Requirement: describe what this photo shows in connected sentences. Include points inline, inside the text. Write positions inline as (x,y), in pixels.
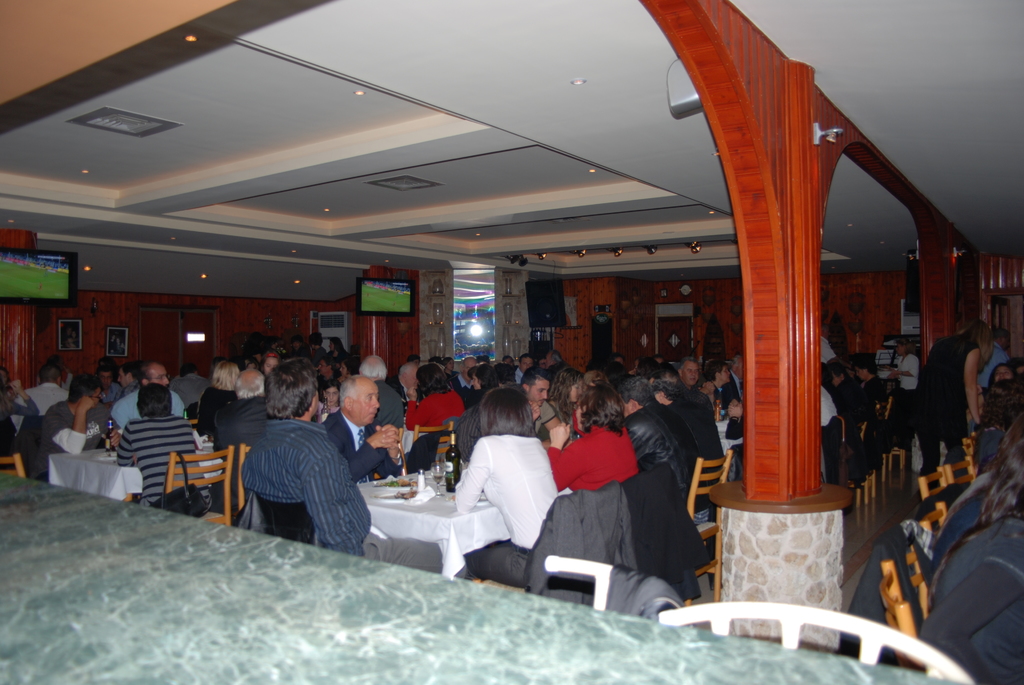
In this image there are group of persons (389,443) sitting around the tables (377,503) in a room (446,346) at the background of the image (26,278) there are T. V.'s (19,291), paintings (74,332) and cooler (345,328).
